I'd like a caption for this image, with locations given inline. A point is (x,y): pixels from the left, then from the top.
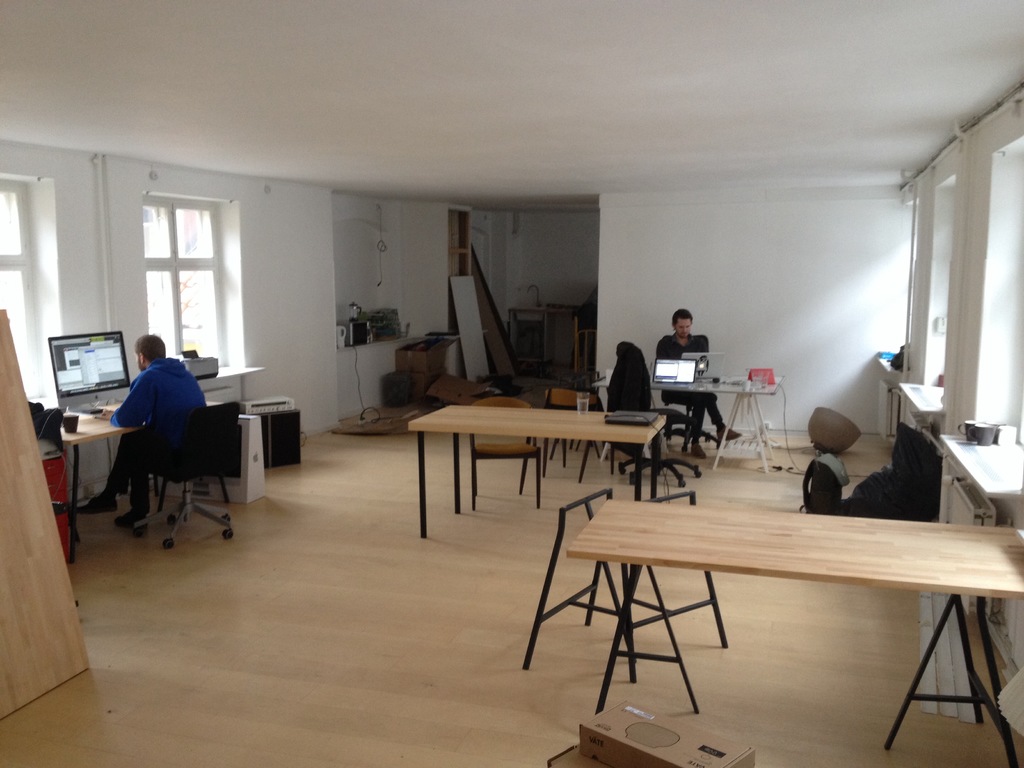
This is the picture of a room (240,164) where we have some tables (789,548) around the room (147,218) and chairs (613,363) and there are two people (699,400) sitting on the chairs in front of a desk (699,384) which has systems (681,378) and there are some left over things (428,396) in the room (389,362).
